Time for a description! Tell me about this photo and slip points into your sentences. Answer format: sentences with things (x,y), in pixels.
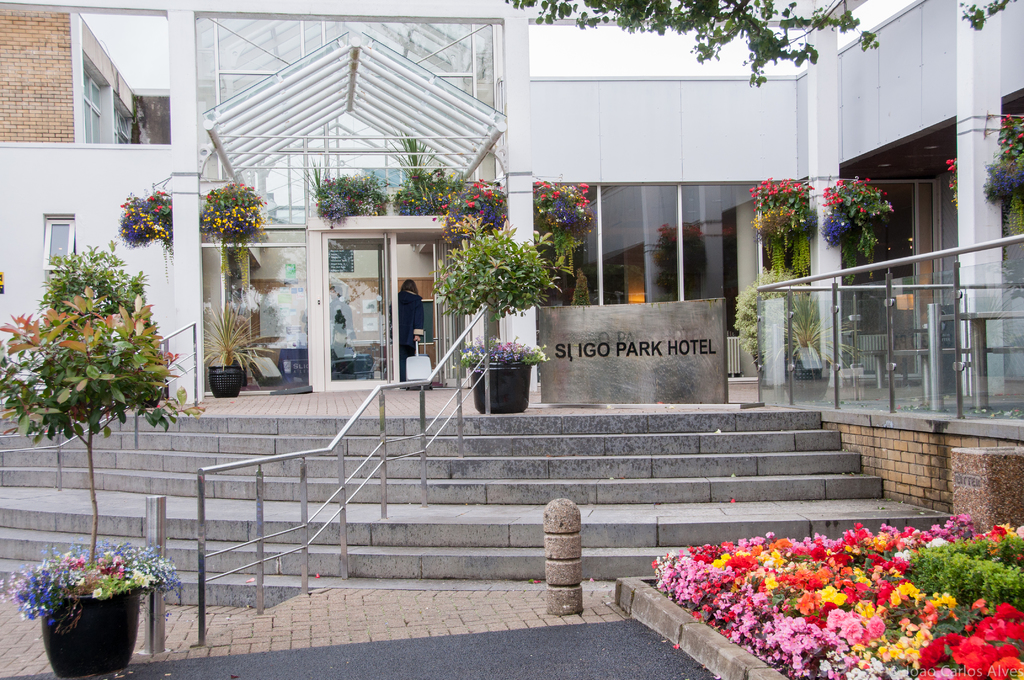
In the center of the image (393,374) there is a house (80,194). There are flowers pots (244,203). There are staircase (215,444). There is staircase railing (259,557). There is a board (719,355) with some text (609,340) on it. At the bottom of the image (362,630) there is floor (514,603). To the right side of the image (807,564) there are flowers (828,561). to the left side of the image (55,574) there is a plant (62,554) in flower pot (92,596). In the center of the image (440,354) there is a door (361,366). There is a lady (404,291) holding a bag (411,367).
